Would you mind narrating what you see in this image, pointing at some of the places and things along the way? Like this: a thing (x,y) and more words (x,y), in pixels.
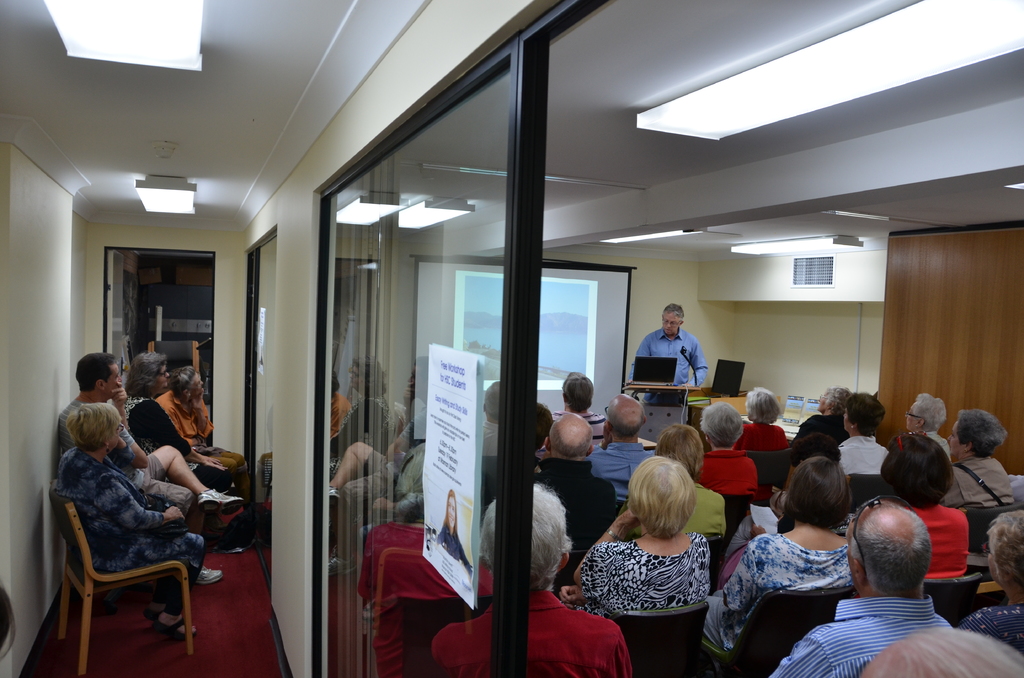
This image is taken indoors. On the left side of the image (155,486) a few people (152,425) are sitting on the chairs (141,575). On the right side of the image (707,437) many people (669,437) are sitting on the chairs (576,550) and a man (677,364) is standing and talking. There is a table (693,395) with a few things (731,384) on it. In the middle of the image (459,289) there is a glass door (519,168) with a poster (471,468) on it. In the background (40,329) there are a few walls (50,263) with a window (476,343) and door (206,339). At the top of the image (593,28) there is a ceiling (670,66) with lights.
